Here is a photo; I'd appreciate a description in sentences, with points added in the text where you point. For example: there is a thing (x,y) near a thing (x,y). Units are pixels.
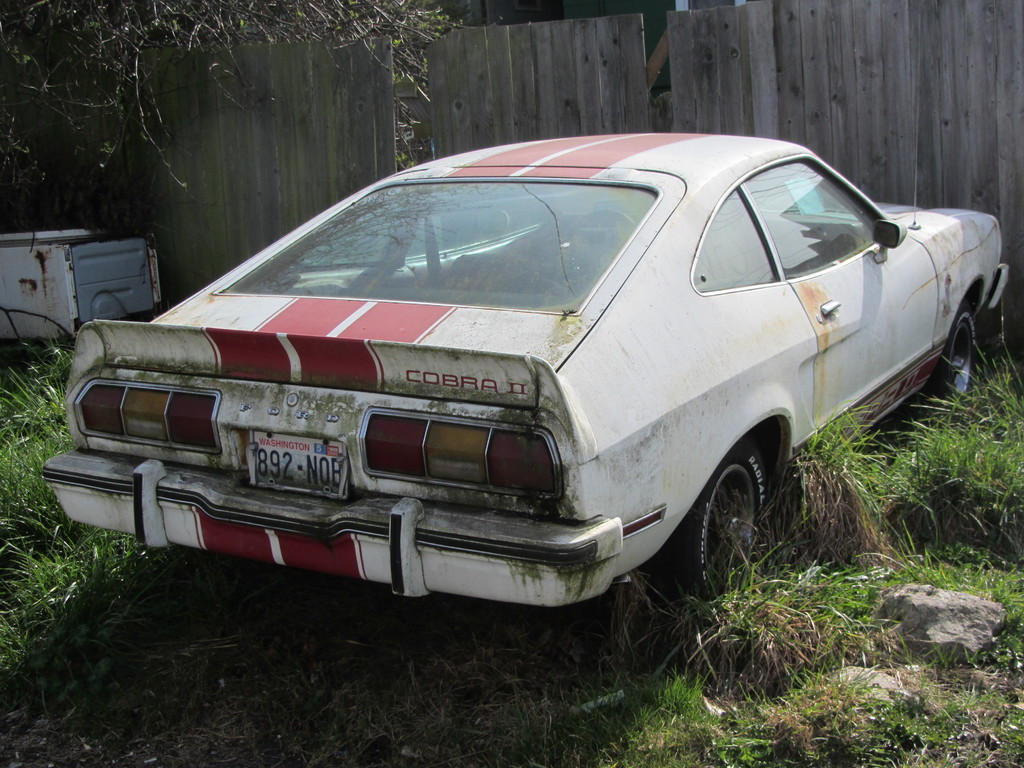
In the picture I can see a car (890,319). In the background (972,118), I can see the wooden wall (570,80). I can see the white color container (110,252) on the left side (109,310). I can see the green grass (689,596) and rocks (936,595) at the bottom of the image (600,703).
